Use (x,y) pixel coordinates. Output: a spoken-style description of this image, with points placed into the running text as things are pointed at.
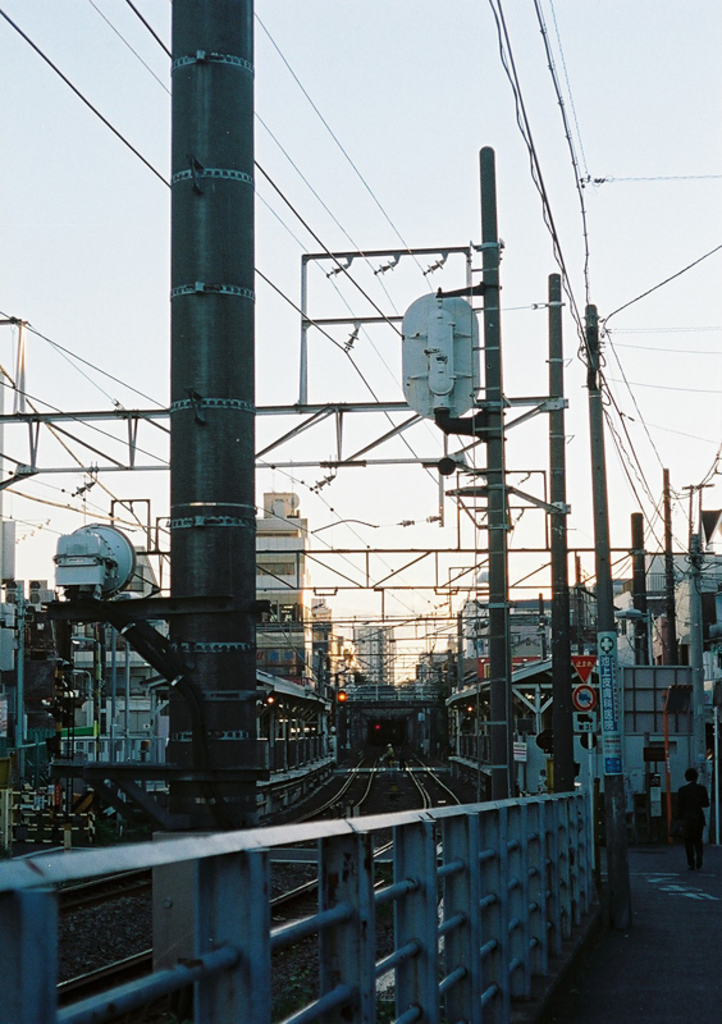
There is a fencing (429,893). Also there are many electric poles (606,575). There are railway tracks (376,761). And there is a sign board (596,698). On the right side (653,879) there is a road (660,885). In the back (525,729) there are buildings (309,621) and sky (282,228).
